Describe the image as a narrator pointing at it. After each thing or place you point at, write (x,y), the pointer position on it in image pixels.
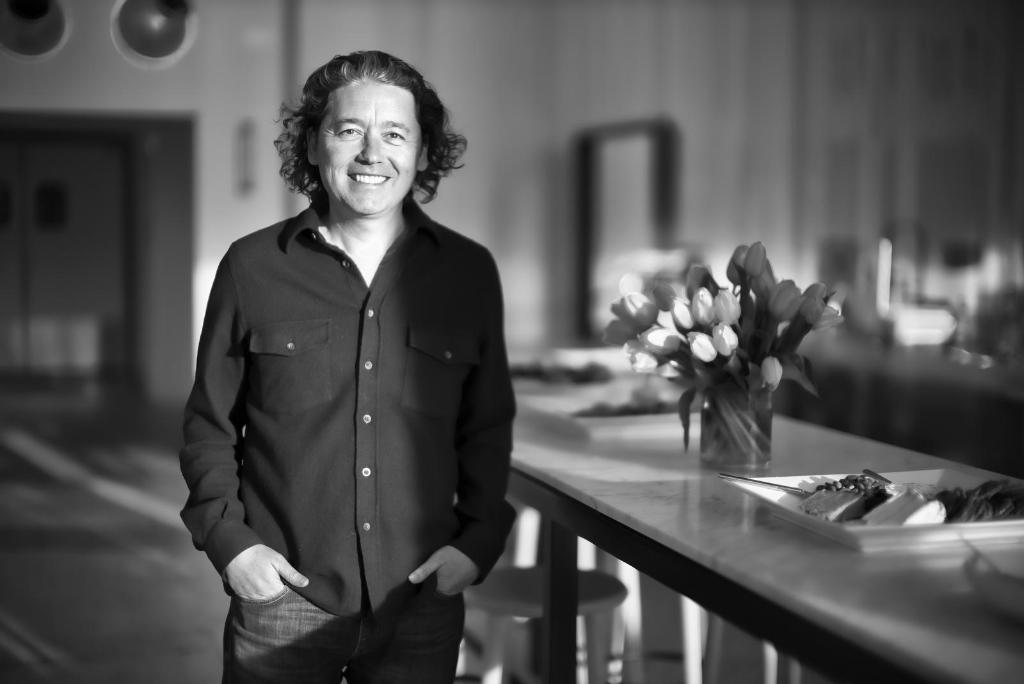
This is a black and white image where a man (334,412) is standing in black dress (342,562) having smile on his face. On the right side of the image (744,560), there is a table (730,545) with flower vase (730,399) and a platter (801,476) on it. In the background (394,37), there is a wall (413,35) and a door (121,268).
